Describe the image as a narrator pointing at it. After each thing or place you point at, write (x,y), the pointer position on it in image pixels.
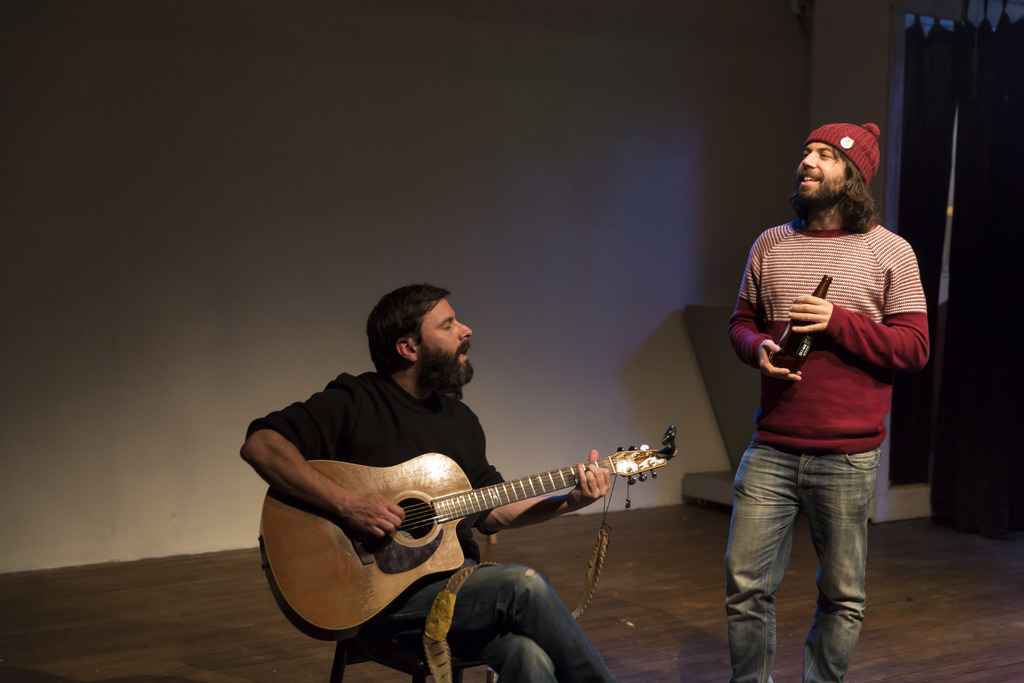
As we can see in the image there is a wall (293,196) and two people (787,317). The man (414,340) who is sitting over here is holding guitar (412,528) and the man (792,236) on the right side (843,223) is holding a bottle (793,354).
